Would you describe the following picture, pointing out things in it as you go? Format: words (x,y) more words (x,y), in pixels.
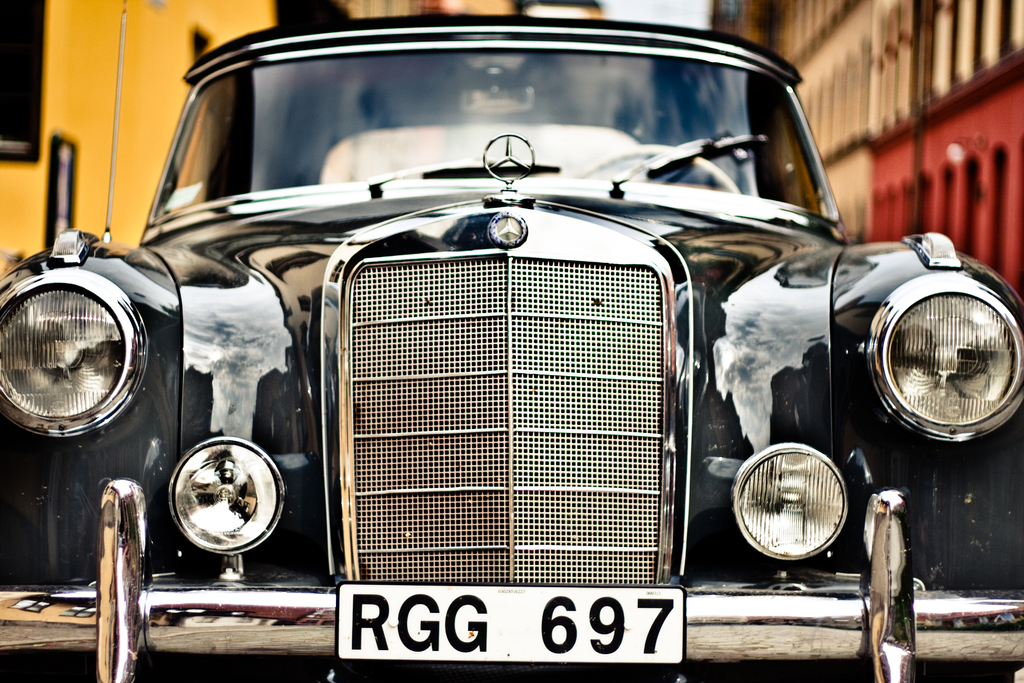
We can see a car (245,153). In the background (846,92) we can see buildings (854,11) and sky (647,15).
